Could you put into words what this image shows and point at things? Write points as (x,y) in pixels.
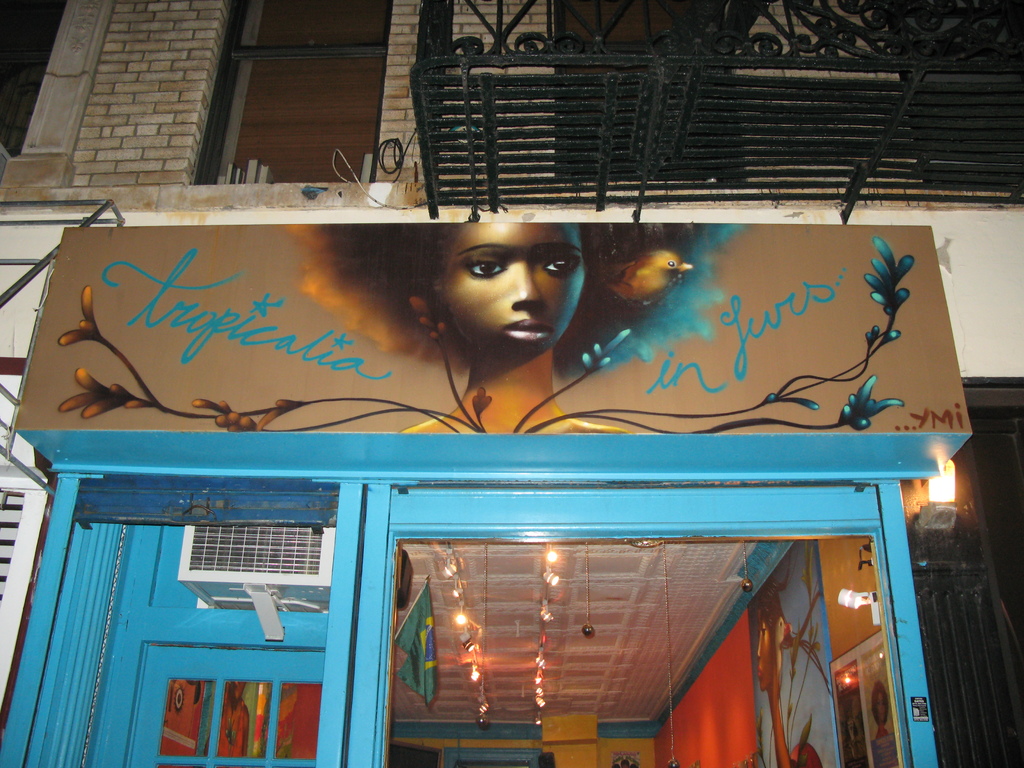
In this image in the center (424,268) there is one building (961,661) and a board (789,392). On the board (359,345) there is some text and one women (494,352), and at the bottom (202,570) there are some lights (543,599), air conditioner (235,599), flag (421,643) and ceiling (504,584).
